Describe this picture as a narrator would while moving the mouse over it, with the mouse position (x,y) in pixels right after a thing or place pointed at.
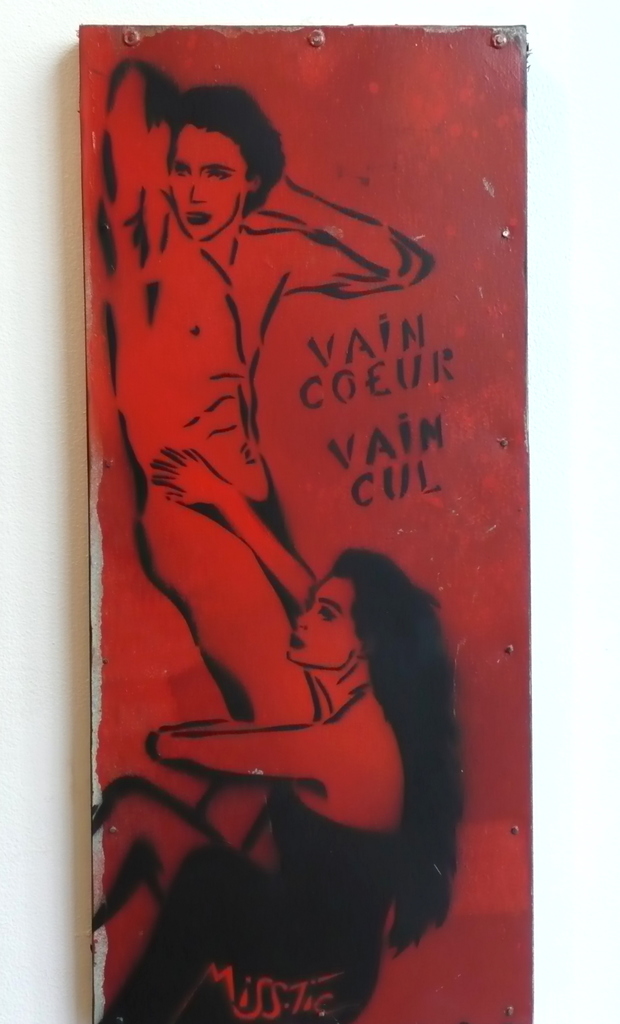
In this image there is a painting (223,481) on the metal piece (230,500). In the painting (166,453) we can see that there is a man (176,391) standing on the left side (166,389). At the bottom (279,741) there is a woman (264,749) who is holding the legs (254,684) of a man (244,629).
